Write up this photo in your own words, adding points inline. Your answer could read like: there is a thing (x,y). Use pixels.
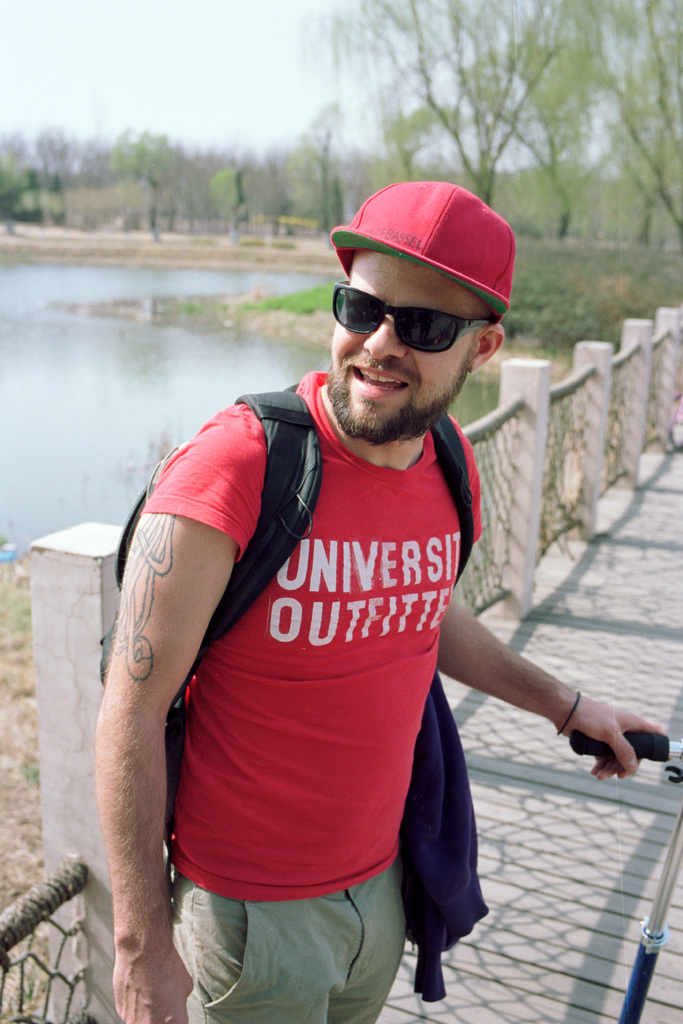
This is an outside view. Here I can see a man (362,662) wearing a bag (267,491), cap (475,261) on the head (423,396), goggles (416,322) and smiling by looking at the left side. This person (246,819) is standing on the floor (476,968) and holding an object (600,743) in the hand (619,733) which seems to be a scooter (648,945). At the back of this man (131,868) there is a railing (3,940). In the background (24,344) there is a lake (43,419) and many trees (147,186). At the top of the image (150,80) I can see the sky (116,72).
